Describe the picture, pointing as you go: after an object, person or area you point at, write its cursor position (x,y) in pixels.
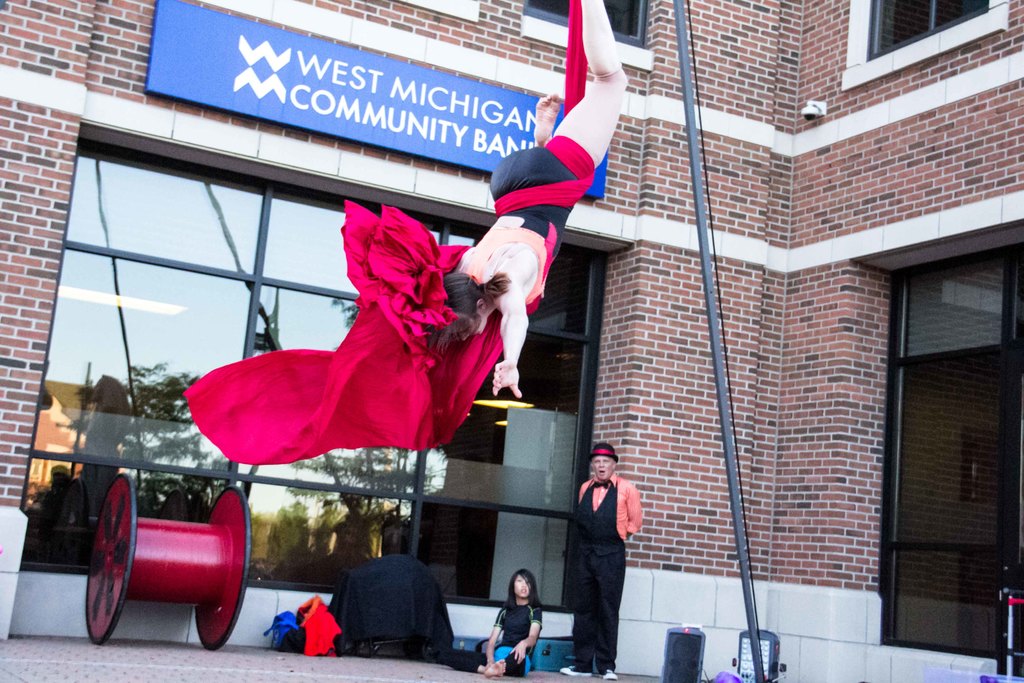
Here we can see a woman (502,221) is in the air with the help of a cloth (581,69) tied to her body (552,105). In the background (284,334) there is a building (128,107), name board (354,90) on the wall (15,461), glass doors (216,253), poles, a woman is sitting and a man (593,636) is standing on the ground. There are clothes (321,625), lights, security camera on the wall (730,157) and a wooden object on the ground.
